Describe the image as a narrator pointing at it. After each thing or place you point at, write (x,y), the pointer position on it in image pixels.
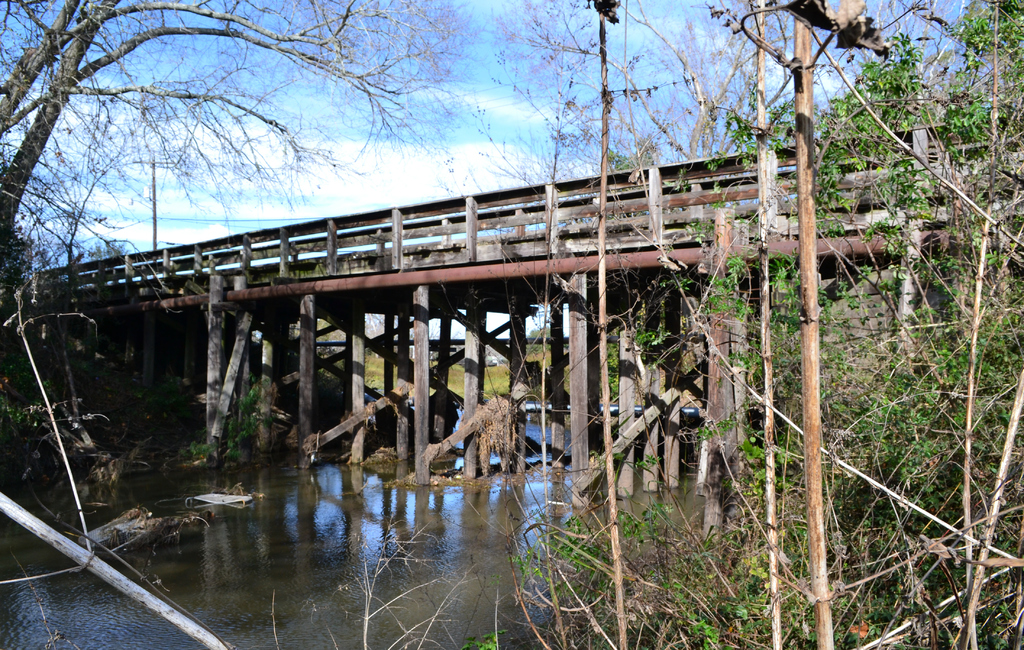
In this image I can see bridge (505,345) on the top of water (310,474) beside that there are some trees (920,400).
